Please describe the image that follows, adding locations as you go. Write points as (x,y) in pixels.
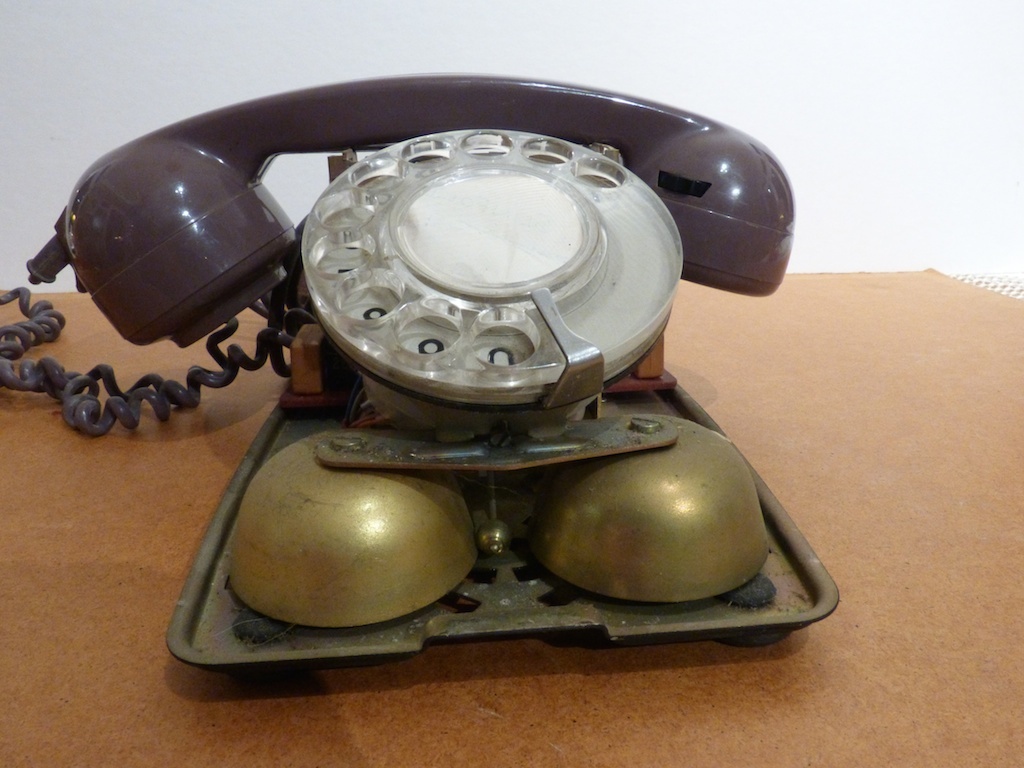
In this image I can see an old telephone (591,454) and there are two bells (445,518) in gold color to this, on a wooden board (817,525).
